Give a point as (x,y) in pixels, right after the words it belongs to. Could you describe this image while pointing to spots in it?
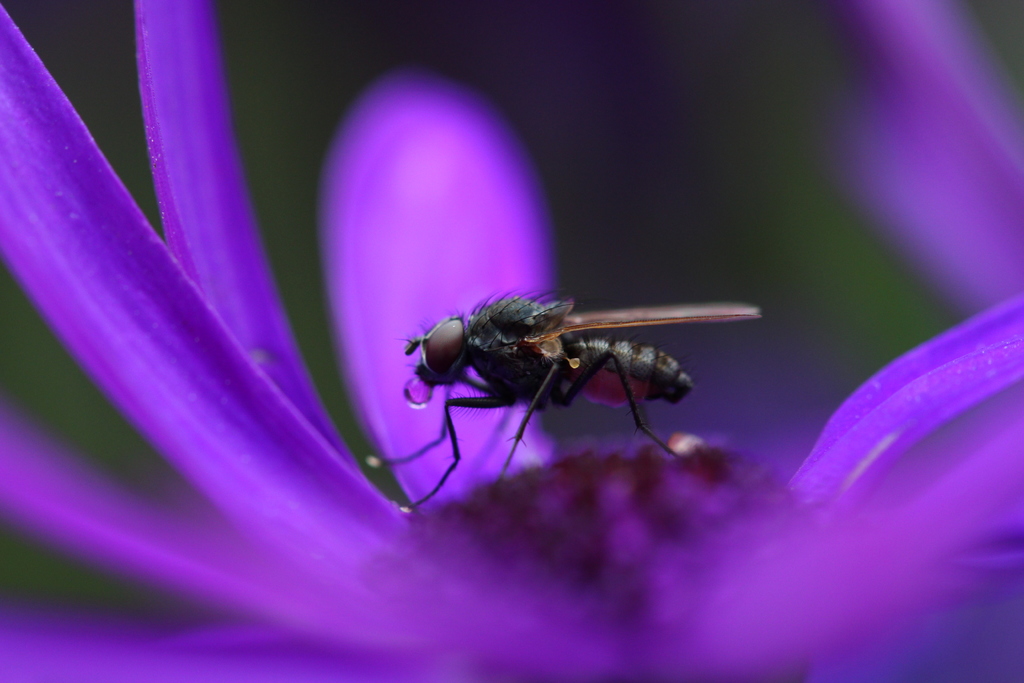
In this picture we can see a purple color flower (729,587) in the front (736,588), there is a fly (495,391) in middle (589,403), we can see a blurry background (809,89).
